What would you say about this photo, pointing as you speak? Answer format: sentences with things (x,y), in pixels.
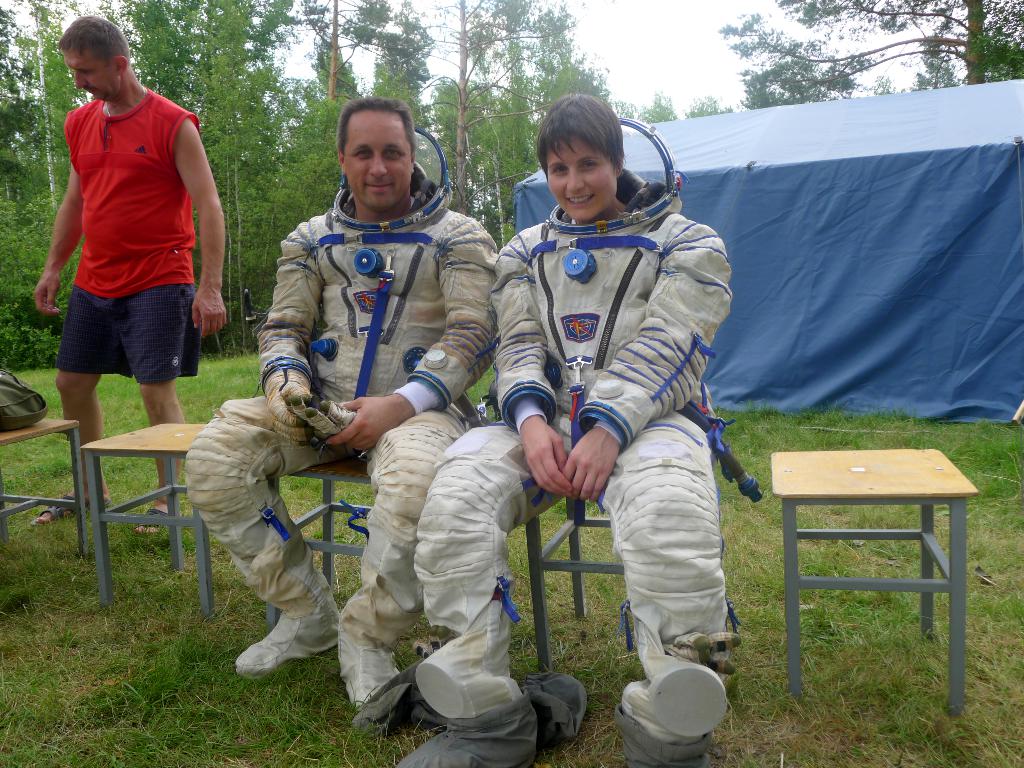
In the foreground of this image (541,252), there is a man (360,300) and a woman (574,429) sitting on the bench (579,547) wearing space suit (419,463). We can also see a man (109,255) standing, an object (36,401) on the bench (55,422) and a stool (849,536). In the background (861,151), there is a tent (847,179), trees (318,98) and the sky (641,32).
